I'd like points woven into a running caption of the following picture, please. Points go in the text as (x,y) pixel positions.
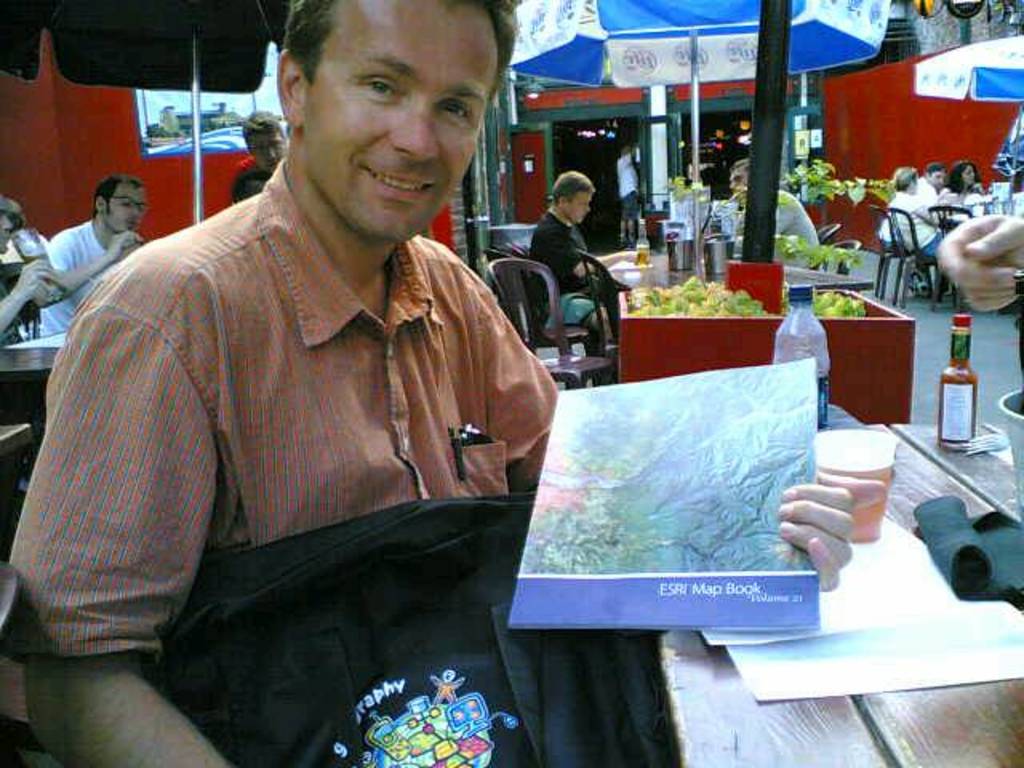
In this picture we can see a man (362,472) holding a book (563,554) and a bag (350,646). On the right side of the man (330,468), there are bottles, a cup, papers (859,611) and some objects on the table (819,729). Behind the man (333,409), there are umbrellas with poles (697,253) and there is a plant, a pole (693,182), building (619,135) and some other objects (721,206). There are groups of people (48,258) sitting on the chairs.
